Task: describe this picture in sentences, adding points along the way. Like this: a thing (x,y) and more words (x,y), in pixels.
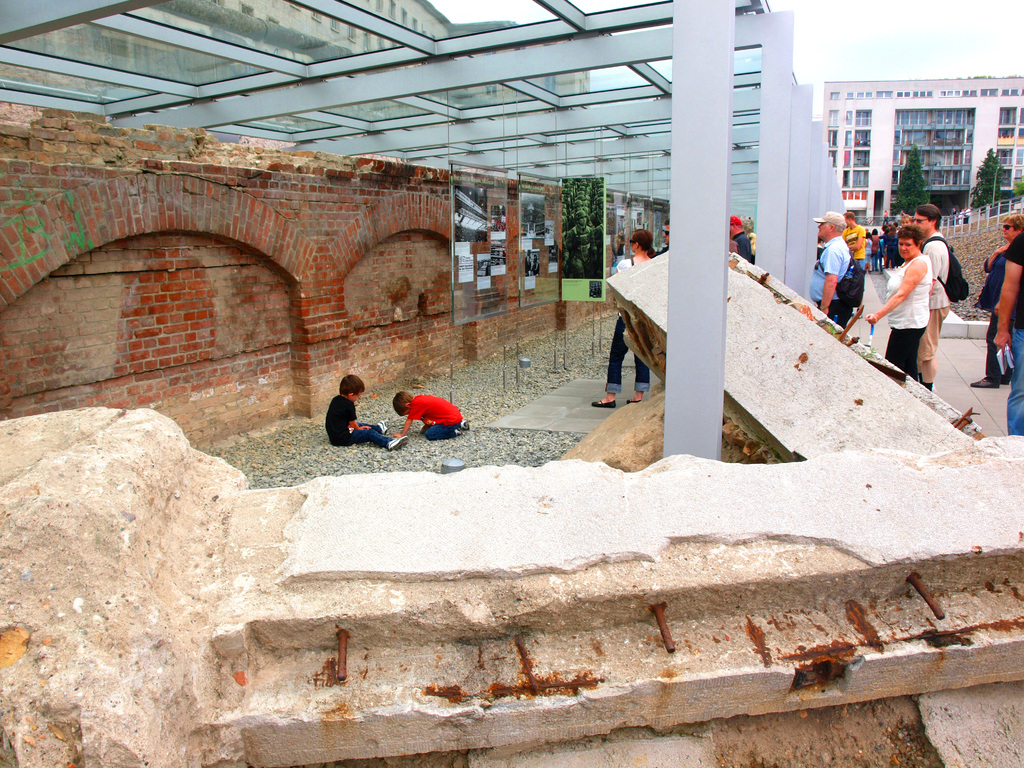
In this image I can see few people (920,269) and few are wearing bags (947,284). I can see buildings (876,176), trees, windows (908,119), fencing (955,233) and brick wall (337,288). The sky (924,53) is in blue and white color.
